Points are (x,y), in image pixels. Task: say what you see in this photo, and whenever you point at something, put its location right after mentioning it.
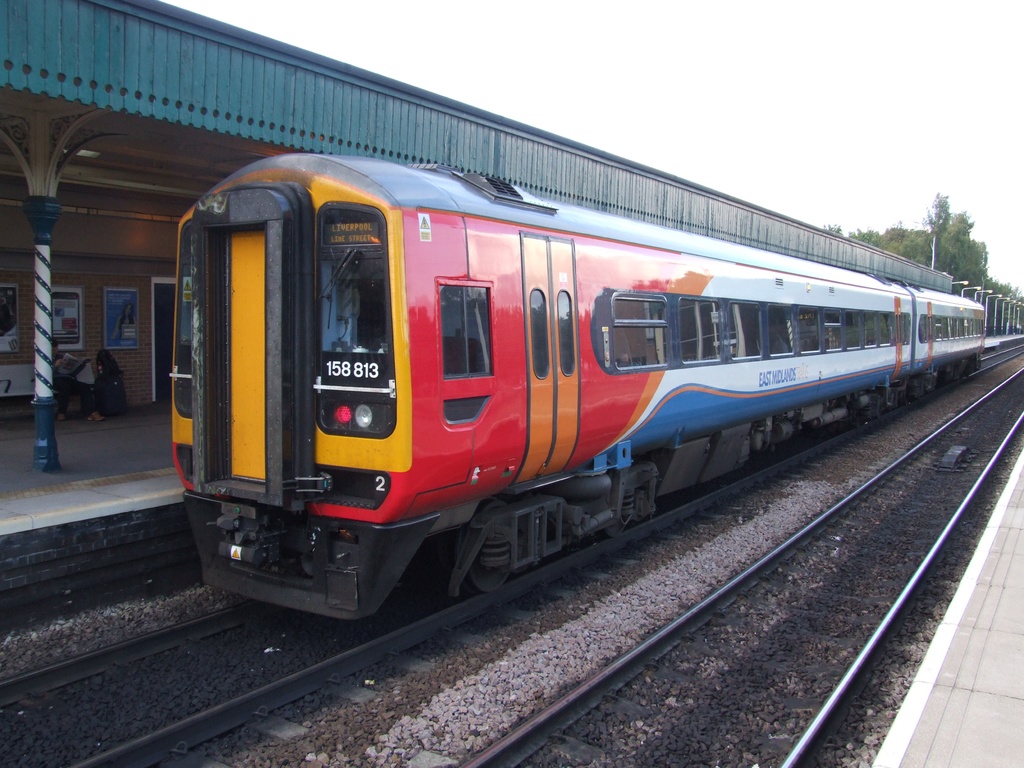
In this image I can see few railway tracks (581,732) and on it I can see a train (496,384). I can also see something is written over here. In the background (100,420) I can see number of trees (970,238), number of poles (986,302), a platform (90,428), few boards (127,293) and here I can see two persons (61,406).
